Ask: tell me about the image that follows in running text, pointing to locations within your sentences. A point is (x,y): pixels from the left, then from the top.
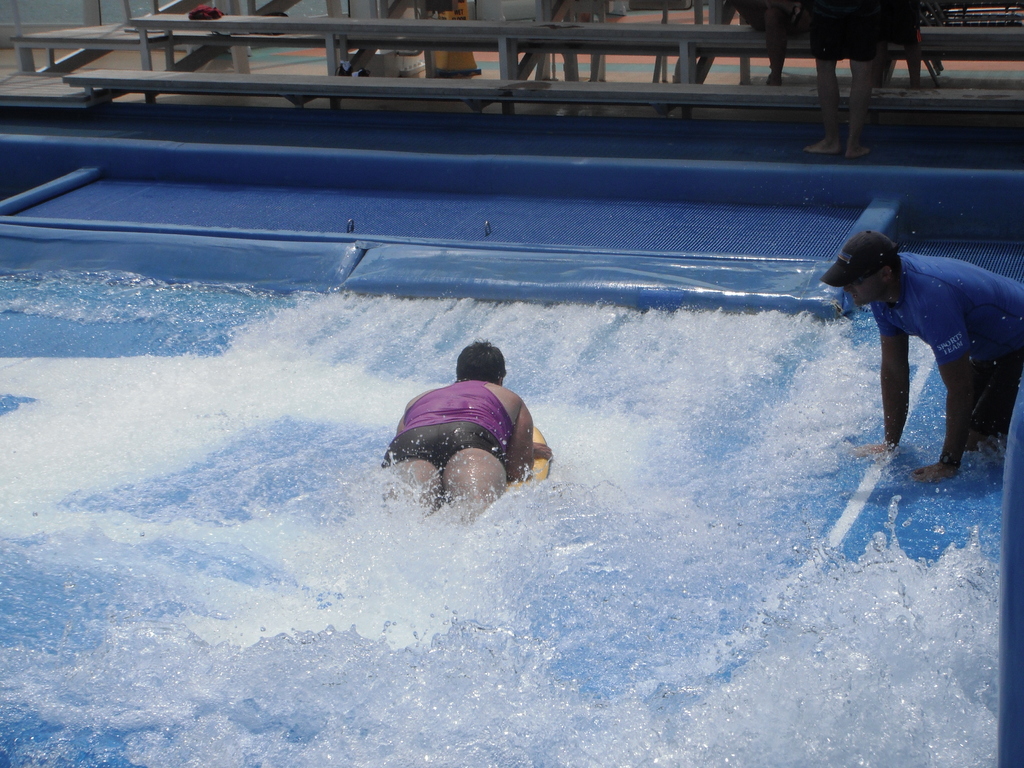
In this picture there is a person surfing with the surfboard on the water (523,612). On the right side of the image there is a person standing in the water (908,526). At the back (76,33) there is a person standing and there is a bench (1017,97).
